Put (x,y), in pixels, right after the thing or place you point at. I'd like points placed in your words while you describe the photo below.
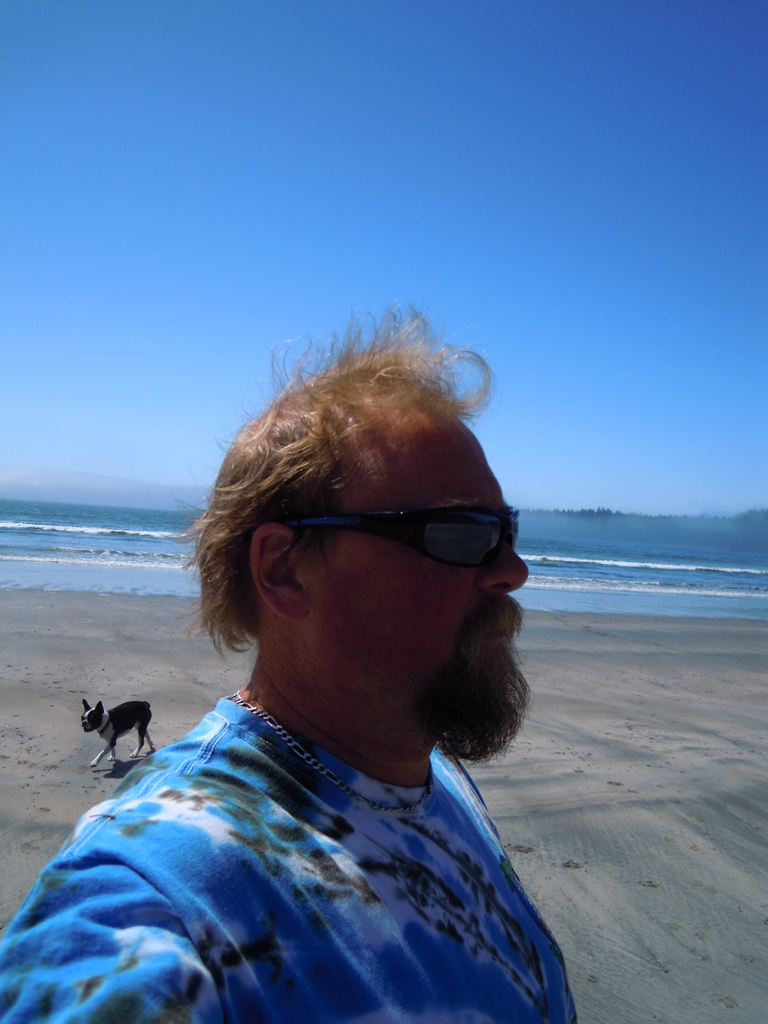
As we can see in the image in the front (208,736) there is a man (371,468) standing and wearing goggles (428,541). There is a black color dog (142,739), water (582,573) and sky (177,351).
